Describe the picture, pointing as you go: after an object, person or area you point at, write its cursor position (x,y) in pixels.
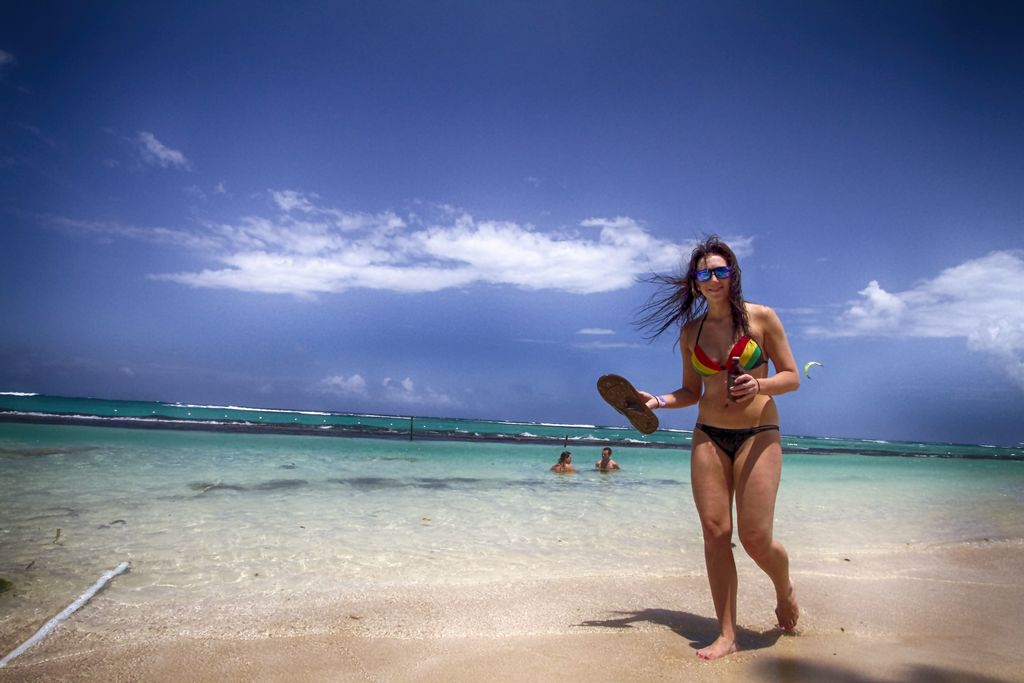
The picture is clicked in a beach (696,628). In the foreground of the picture (722,455) there is a woman (725,418) holding a bottle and walking. In the center of the picture (443,433) there is a water body (654,464). In the center (606,451) there are two people (565,457) swimming. Sky (401,229) is sunny.
